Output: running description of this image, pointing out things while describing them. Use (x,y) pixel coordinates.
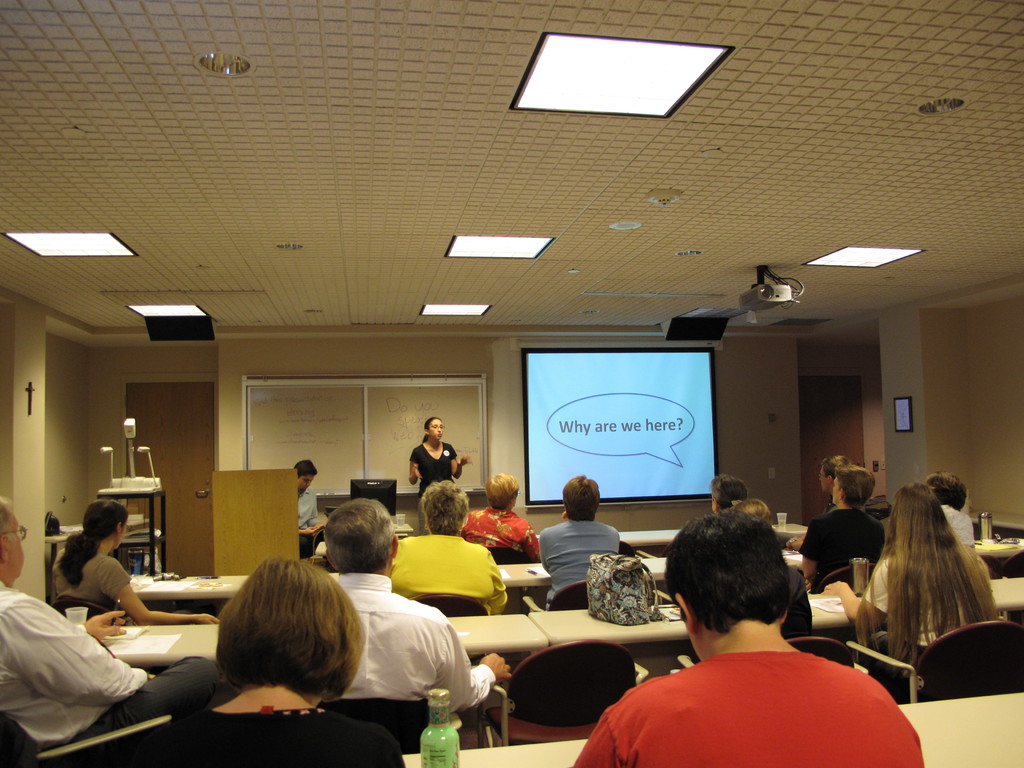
In this picture we can see a group of people (621,741) sitting on chairs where a woman (420,482) standing and in front of them on tables (791,533) we can see bottle (441,690), glasses (80,617), bag (627,607), papers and in the background (232,461) we can see a screen (565,382), wall (725,466), lights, projector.
